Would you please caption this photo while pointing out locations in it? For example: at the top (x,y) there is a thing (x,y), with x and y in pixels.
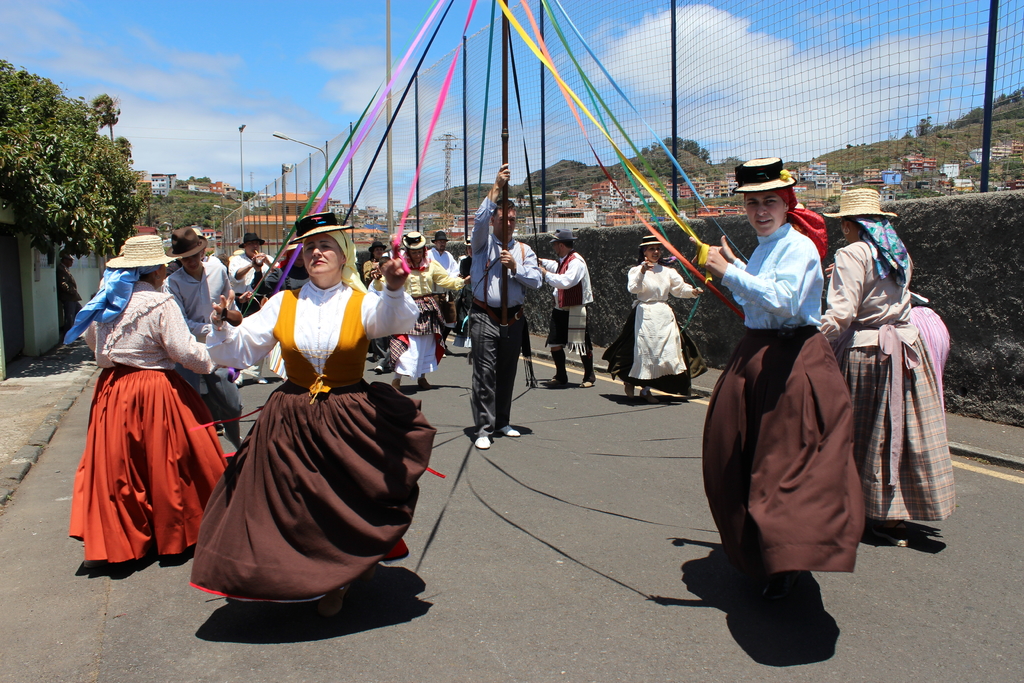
In this picture, we can see a few people (713,475) and a few are holding some objects (332,193), we can see the road (48,498), walls (1,329), trees (145,187), mountains (233,202), net (306,182), buildings (271,202), poles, lights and the sky (257,70) with clouds (225,70).
